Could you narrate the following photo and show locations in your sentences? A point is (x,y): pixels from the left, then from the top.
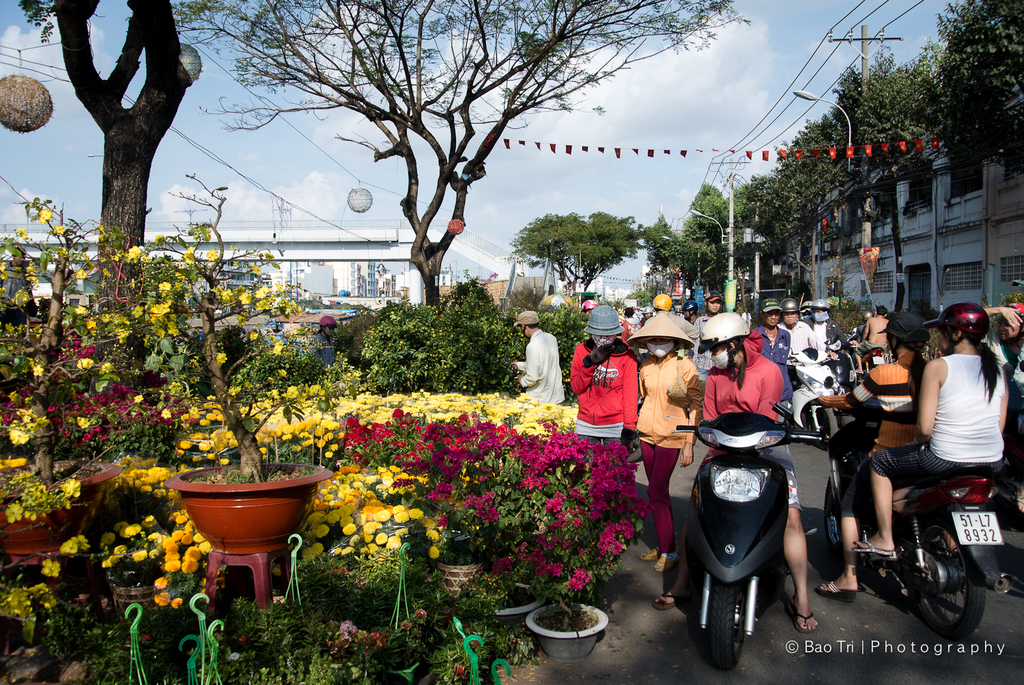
In this picture we can see a group of people (686,343) wore helmets (891,322), caps (615,331) and some are walking and some are riding bikes (810,409) on road (671,618) and aside to this road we have plants (438,421), flower pot (265,527) on stool (282,556), trees (545,222), pole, wires (827,79), light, bridge (353,232), buildings (333,268).
